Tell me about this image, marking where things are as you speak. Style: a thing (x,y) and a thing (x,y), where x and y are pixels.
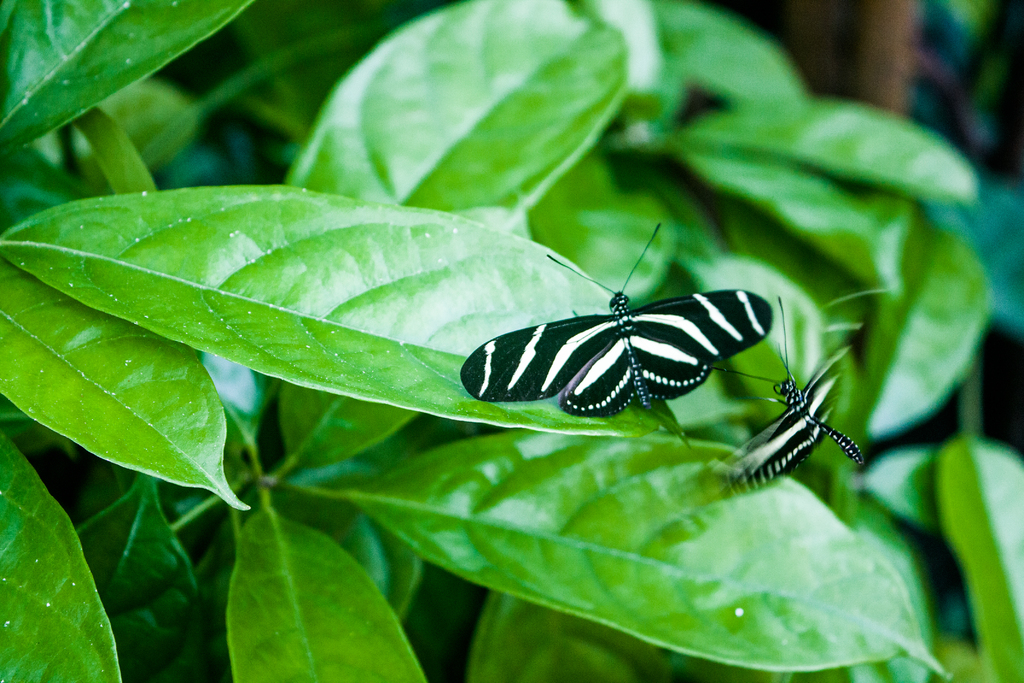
In this picture, we can see some insects (701,379) on the leaves (747,366) and on the right side of the insects (688,342) there are some blurred things (964,152).
